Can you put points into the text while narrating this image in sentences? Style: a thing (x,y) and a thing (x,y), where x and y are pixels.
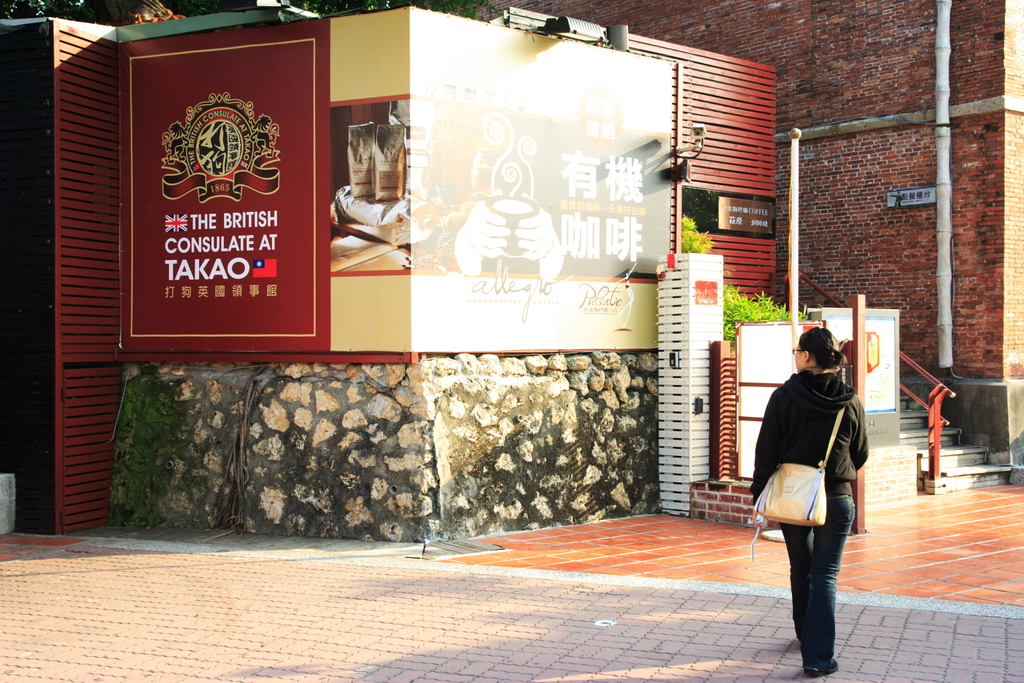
In this image there is a person (810,413) wearing a bag (823,481), there are staircase (955,441), there is a wall (928,358) truncated towards the top of the image (900,203), there are poles (936,113), there are boards (529,194), there is text (244,143) on the board (388,205), there are plants (754,303), there are objects (267,9) truncated towards the top of the image (244,1), there is an object (4,511) truncated towards the left of the image (7,483).
